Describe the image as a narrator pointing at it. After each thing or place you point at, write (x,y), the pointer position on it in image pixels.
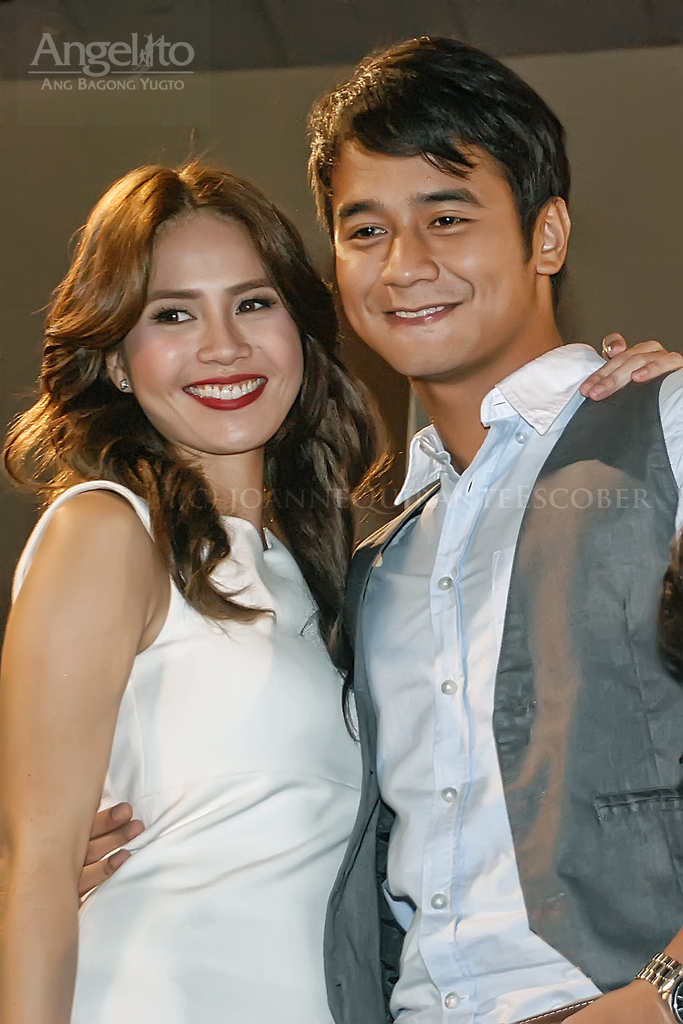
In this image at front (630,555) there are two persons (394,683) wearing a smile on their faces (515,287). On the backside (250,141) there is a wall (143,103).
